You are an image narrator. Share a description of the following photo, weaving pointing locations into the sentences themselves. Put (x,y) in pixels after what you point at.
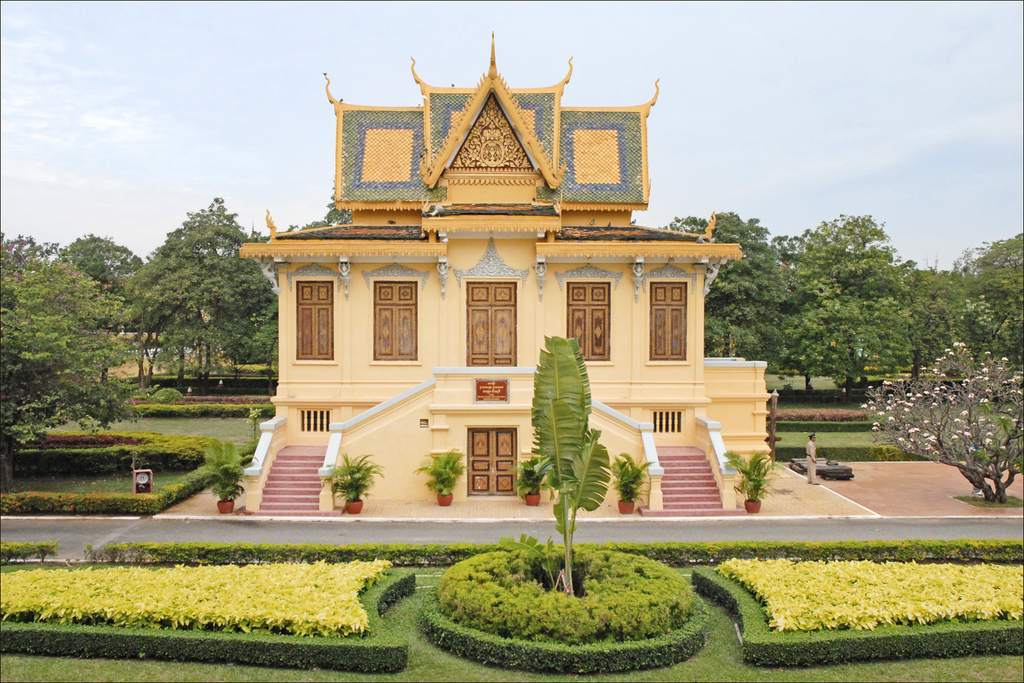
In this picture there is a building (459,232). On the right (812,457) there is a man (813,438) who is standing near to the stairs (708,471). At the bottom (515,575) I can see the plants (527,591) and grass (425,642). In the background (976,369) I can see many trees (958,403). At the top (200,69) I can see the sky (211,81) and clouds (182,132). In front of the building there is a road (831,535).
